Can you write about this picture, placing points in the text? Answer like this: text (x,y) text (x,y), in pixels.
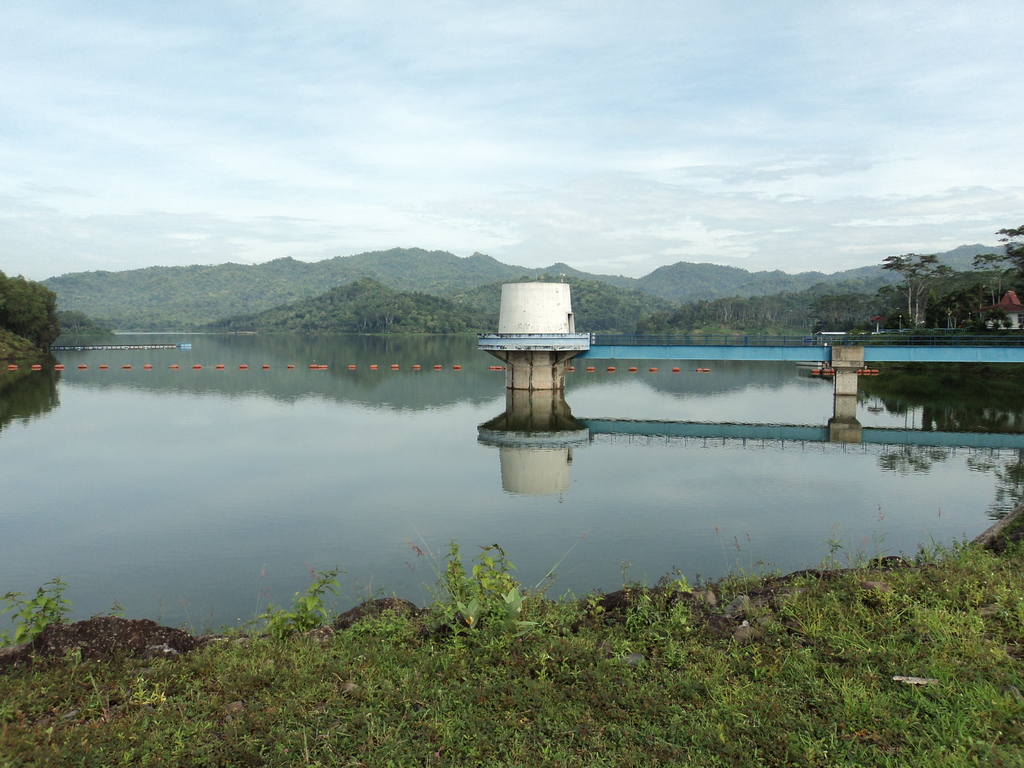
This is an outside view. At the bottom of the image (342,744) I can see the grass (223,744). In the middle of the image (432,451) there is a river (601,483). On the right side (826,341), I can see a bridge (986,354). In the background (71,303) there are many trees (282,306). At the top (317,98) I can see the sky (293,139).
